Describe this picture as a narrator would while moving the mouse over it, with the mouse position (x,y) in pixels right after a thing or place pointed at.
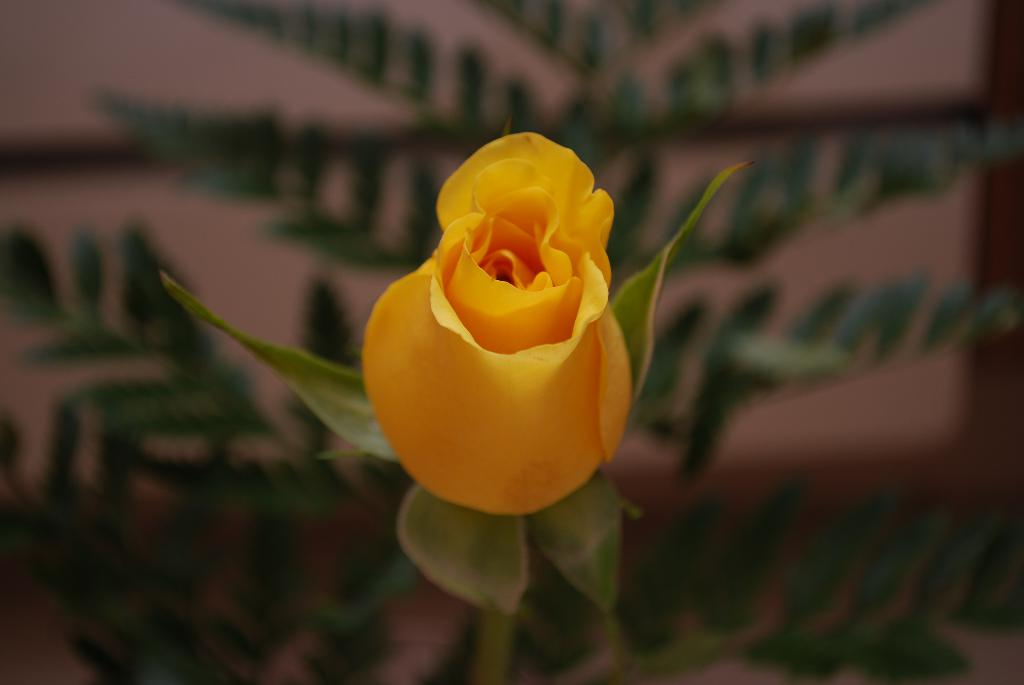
In this picture I can observe yellow color flower (433,333) in the middle of the picture (406,320). The background (111,460) is blurred.
